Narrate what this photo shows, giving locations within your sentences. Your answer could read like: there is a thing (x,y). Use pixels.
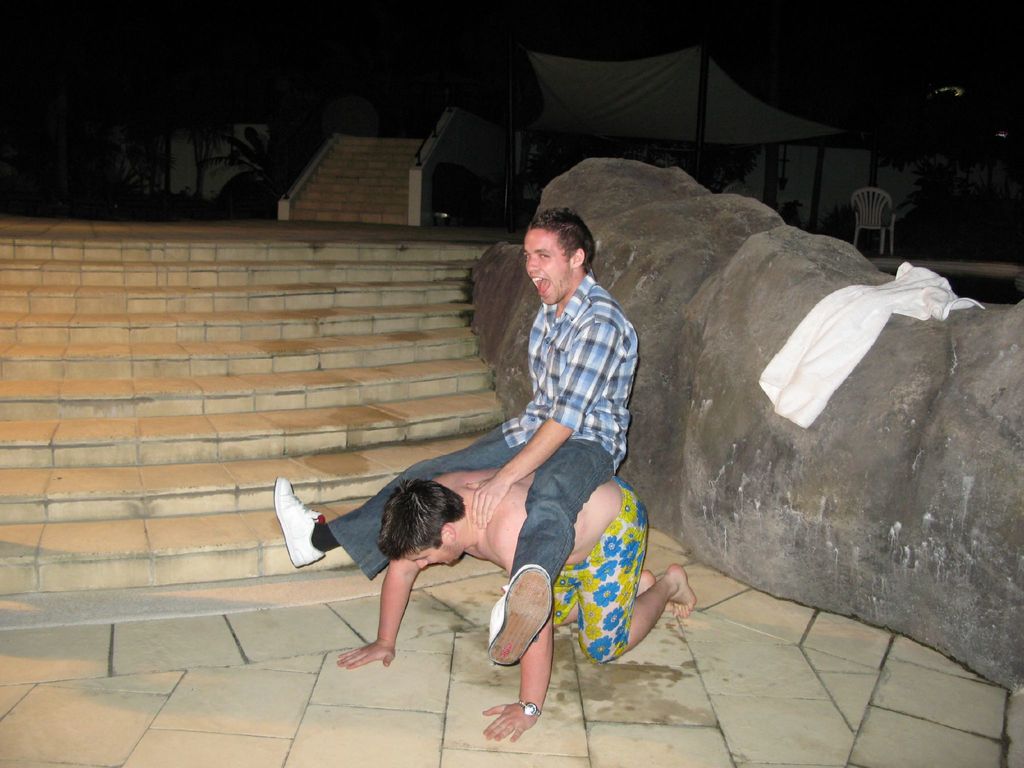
In this picture I can see a man (556,420) sitting on another man (440,540) and I can see stairs (218,319) and a towel (816,368) on the rock (971,523). I can see trees (924,227), a chair (882,210) and looks like a tent (677,84) in the back (631,72).
